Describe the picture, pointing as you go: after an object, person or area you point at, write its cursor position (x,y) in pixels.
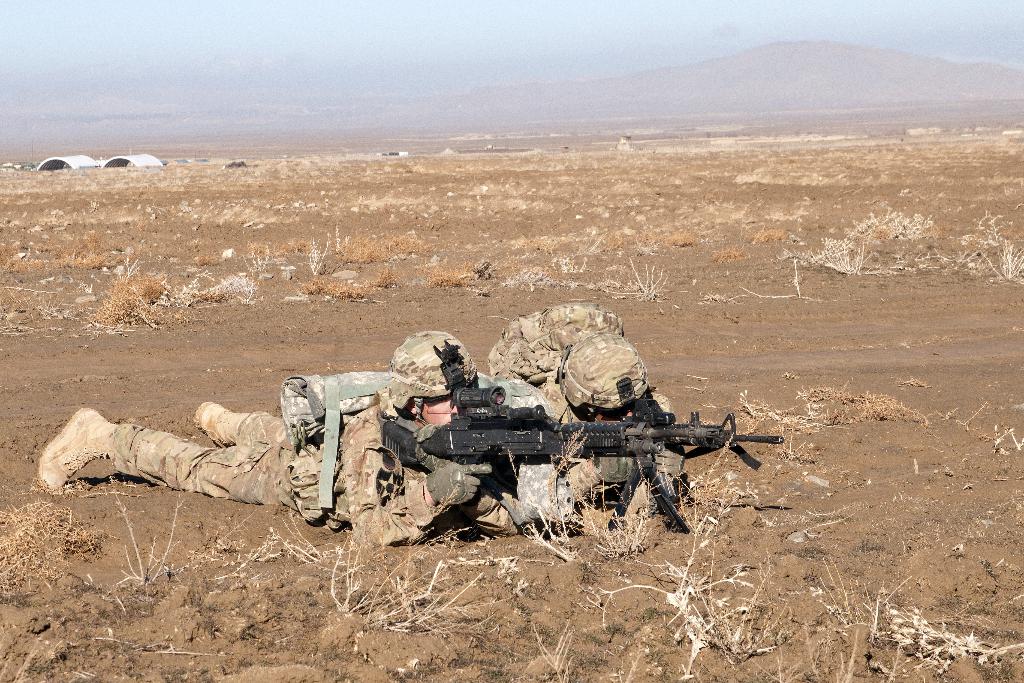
There are two persons (309,463) wearing military dress (376,430) are crawling on the ground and holding a gun (539,431) in their hands (455,485).
